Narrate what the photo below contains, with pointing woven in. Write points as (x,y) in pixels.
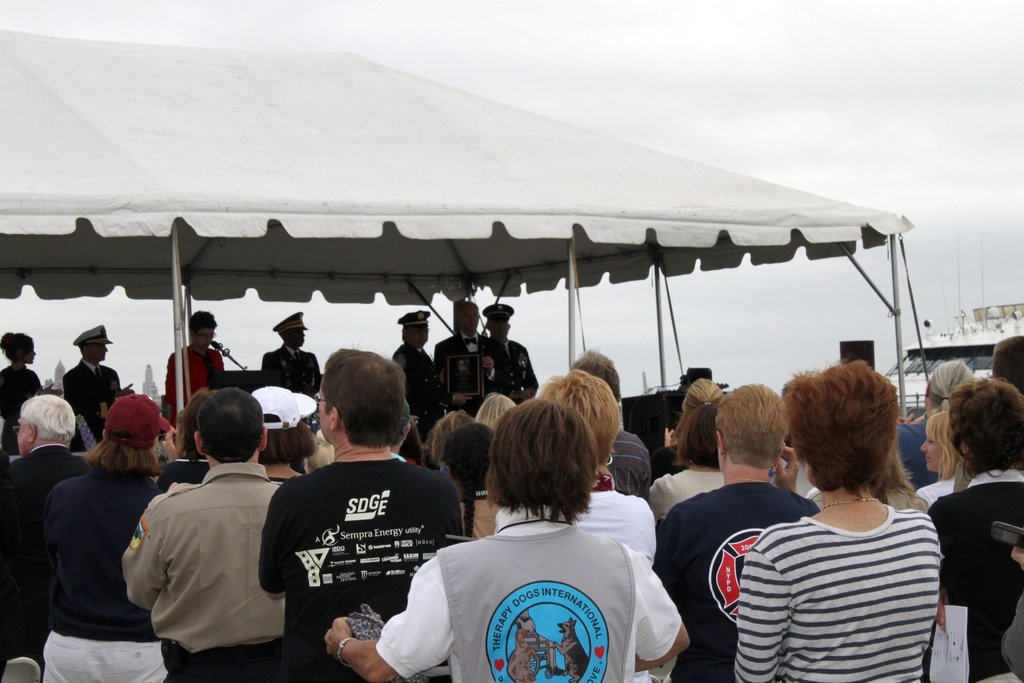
In this image, we can see a group of people (966,566) standing. In the background (22,391), we can see a group of people (13,377) standing under the tent (427,217). In the middle of the image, we can see a person (222,366) wearing a red color shirt (200,354) is standing in front of the podium (232,378), on the podium (249,375), we can see a microphone (222,348). On the right side (1014,329), we can see a ship (1015,321), speakers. At the top (907,110), we can see a sky (875,118) which is cloudy.
